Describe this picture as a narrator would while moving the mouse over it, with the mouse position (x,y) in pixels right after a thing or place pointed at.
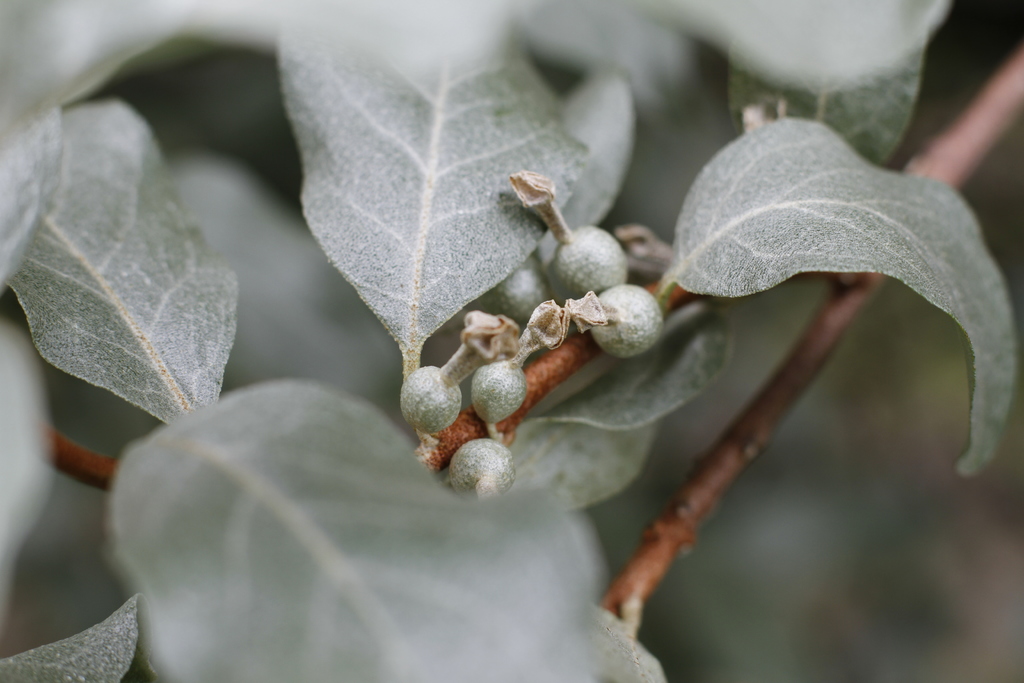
This is the zoom-in picture of stem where we can see leaf (595,387) and fruit (499,380).
